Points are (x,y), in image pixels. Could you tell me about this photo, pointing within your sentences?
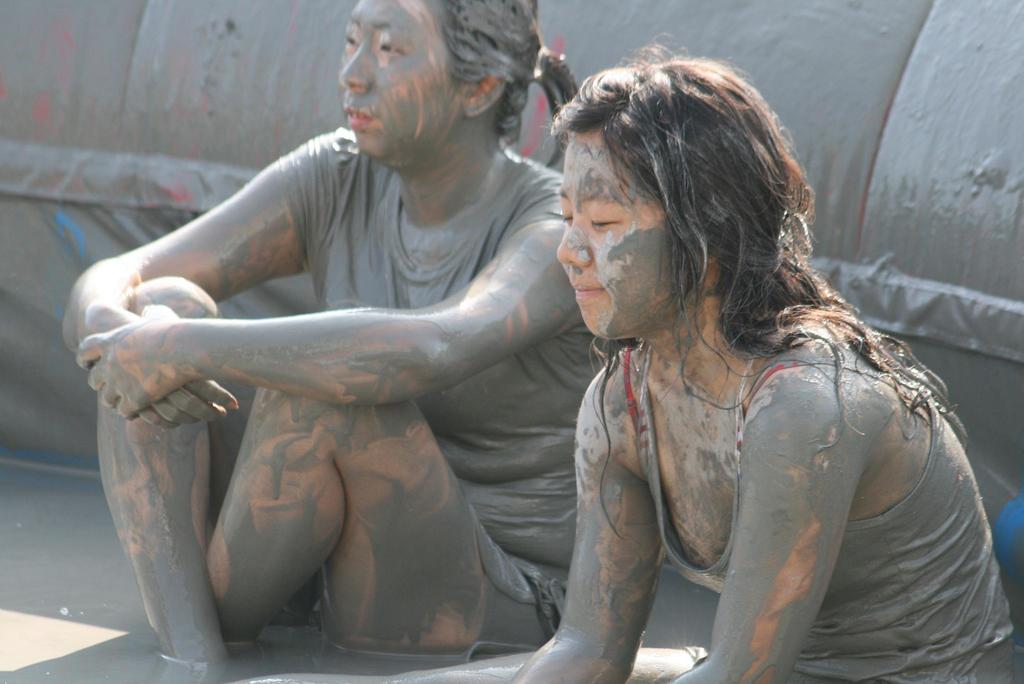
In this image I can see two people (414,444) with dresses (492,396). These people (273,411) are with mud (512,362). In the background (298,118) I can see the object (192,156) with mud (113,210).
